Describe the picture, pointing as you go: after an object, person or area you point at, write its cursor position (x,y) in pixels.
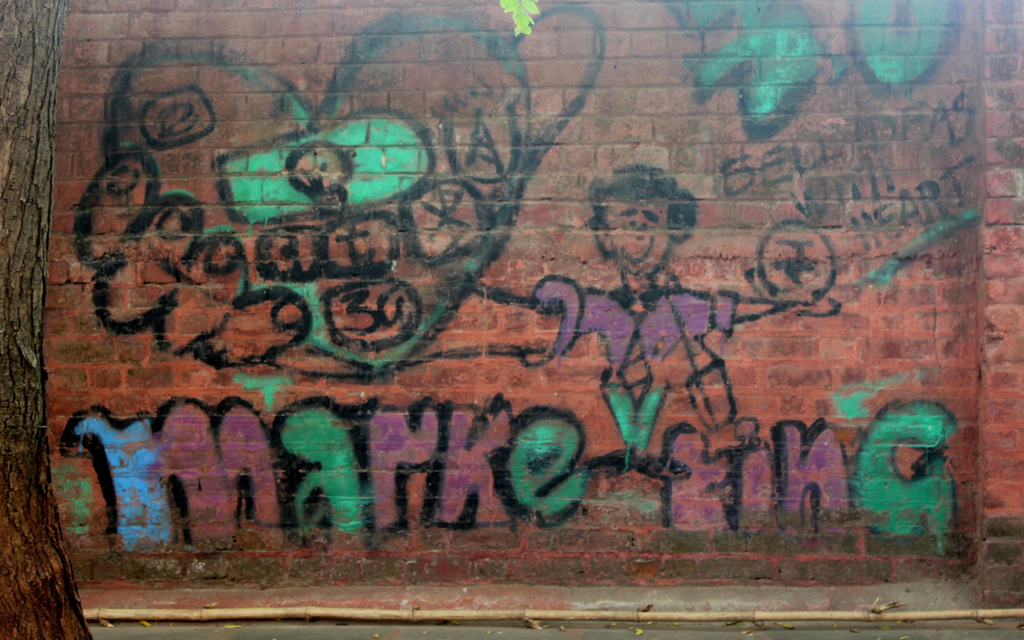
In this picture I can observe graffiti art (238,233) on the wall (492,407). On the left side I can observe tree (23,49). There are green, violet and blue colors on the wall (553,185).
